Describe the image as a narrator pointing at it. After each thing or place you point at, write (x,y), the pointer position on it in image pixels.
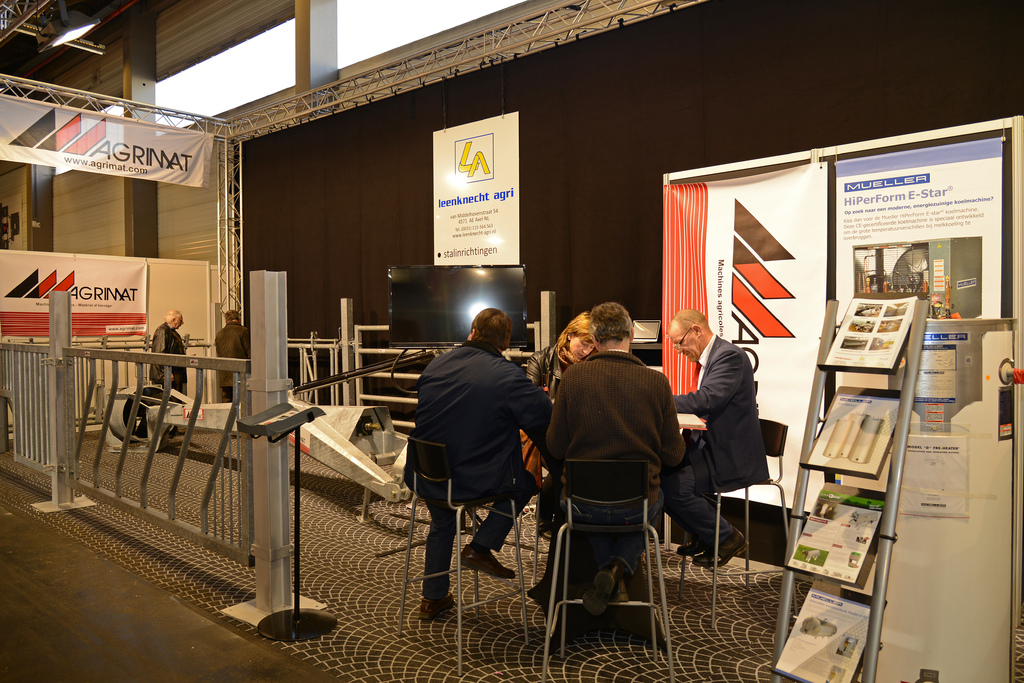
In this picture there are four persons (529,415) sitting around the table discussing something. In the background (677,288) there are banners (857,254) and pamphlets (870,325) and in the left side (237,329) there are two persons (230,338) watching some instruments (200,343).
